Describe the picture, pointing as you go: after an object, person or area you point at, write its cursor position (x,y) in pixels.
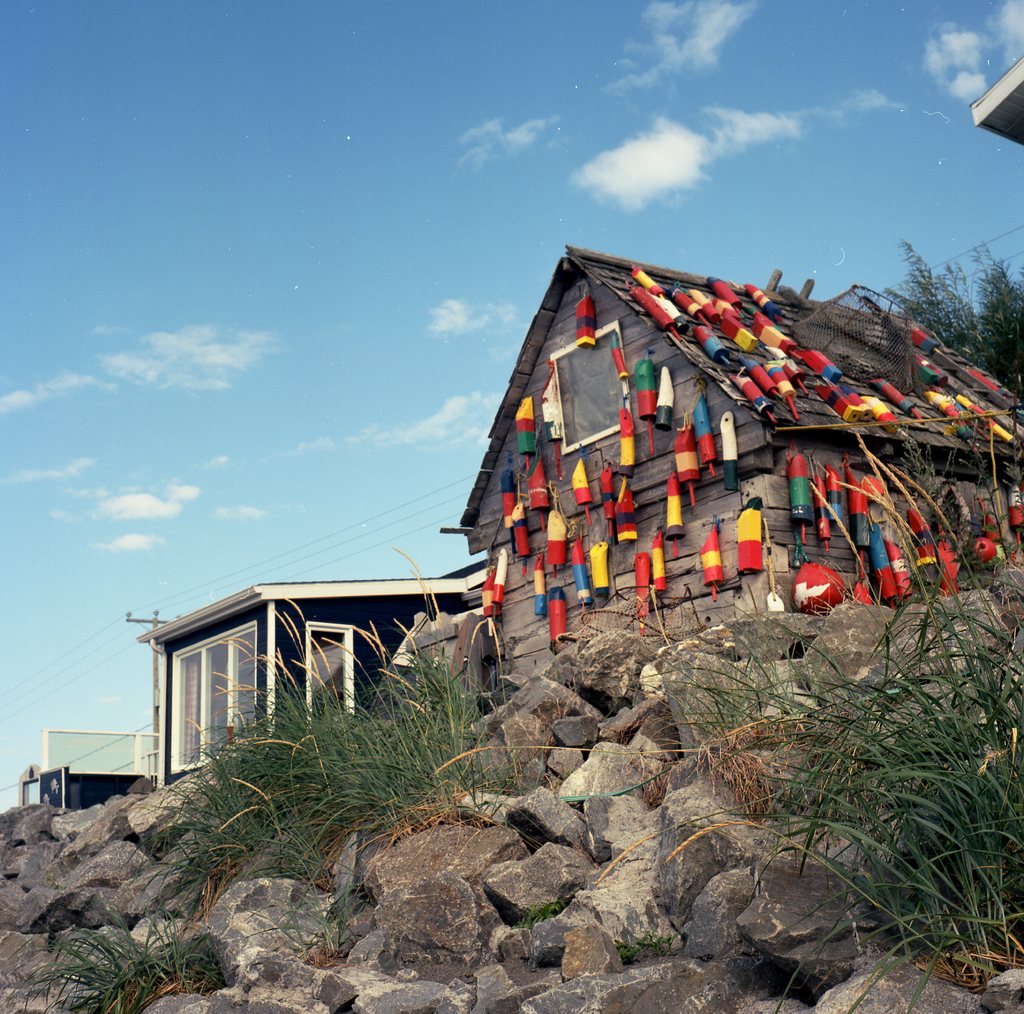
Here we can see stones (123,819) and grass (341,782). In the background (206,686) there are buildings (158,639), electric poles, wires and on the right (719,510) there are some objects (704,451) on a house (776,458) and we can also see tree (1001,324) and clouds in the sky (206,225).
